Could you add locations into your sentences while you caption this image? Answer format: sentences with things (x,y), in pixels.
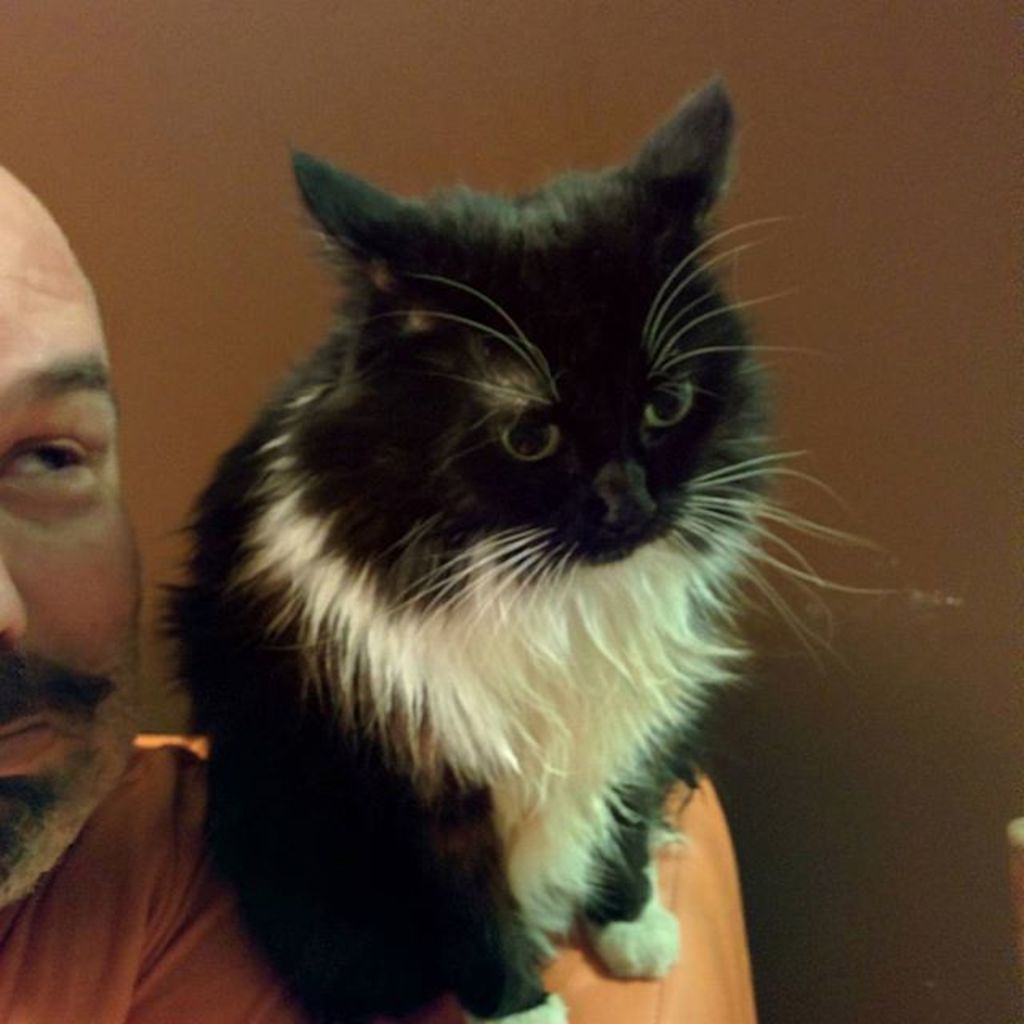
There is a person (140,788). On his shoulder (240,1000) there is a black and white cat (353,544). In the back (460,107) there is a wall (855,412).
